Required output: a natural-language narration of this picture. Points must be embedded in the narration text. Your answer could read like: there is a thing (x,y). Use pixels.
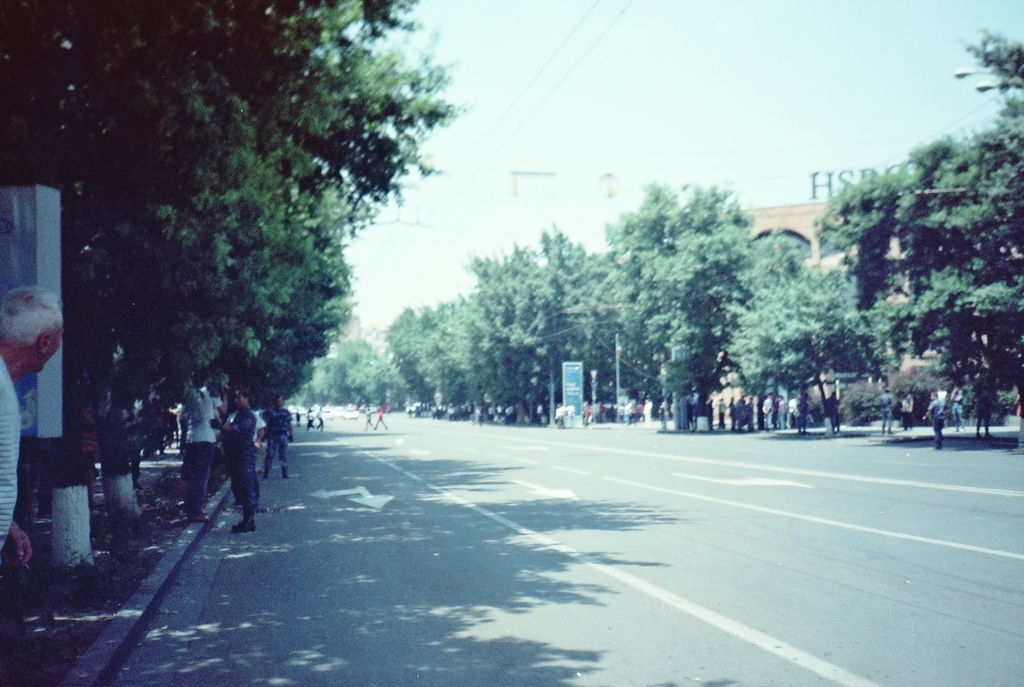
These are the trees (467,322), which are beside the road (473,425). I can see groups of people (506,409) standing. This looks like a board (574,380). Here is the road (540,544). This is a building (808,243) with a name board (831,173) on it.
